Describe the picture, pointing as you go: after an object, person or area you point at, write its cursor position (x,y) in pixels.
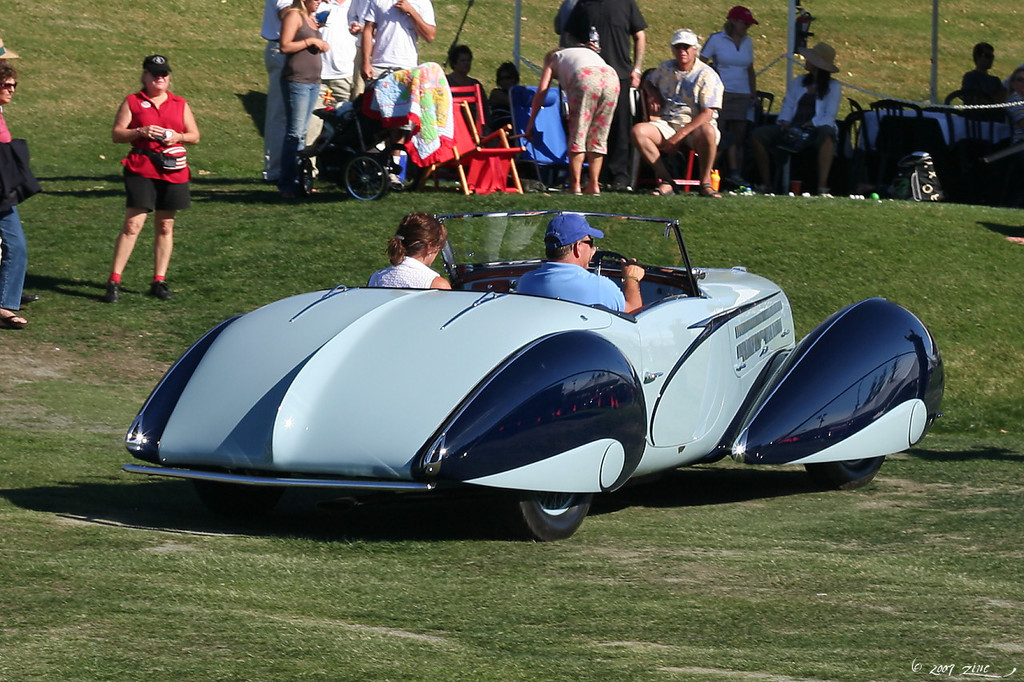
In the center of the image (428,397) there is a car (534,391) and we can see two people (555,278) sitting in the car (554,323). In the background (12,260) there are people (363,36) standing and some of them are sitting. There are chairs (553,154) and there is a bag (928,191).
